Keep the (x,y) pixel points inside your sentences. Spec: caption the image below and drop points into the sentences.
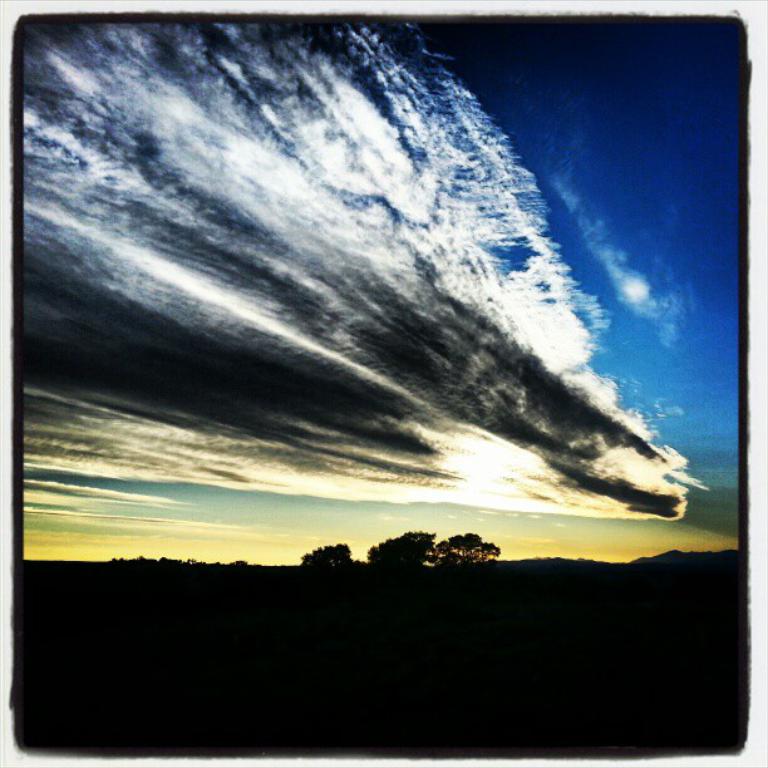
In the center of the image (401,359) we can see the sky (505,516), clouds (481,463), trees (383,550), etc. And we can see the black color border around the image.
